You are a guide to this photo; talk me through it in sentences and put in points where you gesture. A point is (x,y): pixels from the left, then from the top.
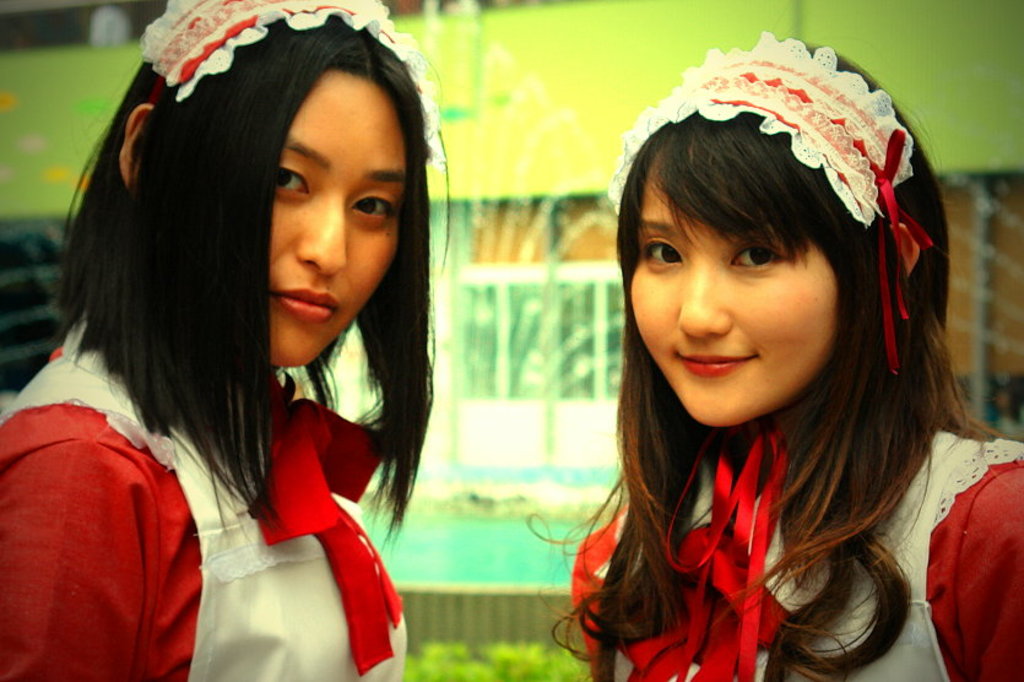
In the center of the image (402,346) we can see two persons (41,629) are in similar costumes (723,548). And the right side person (732,536) is smiling. In the background (440,297), we can see it is blurred.
